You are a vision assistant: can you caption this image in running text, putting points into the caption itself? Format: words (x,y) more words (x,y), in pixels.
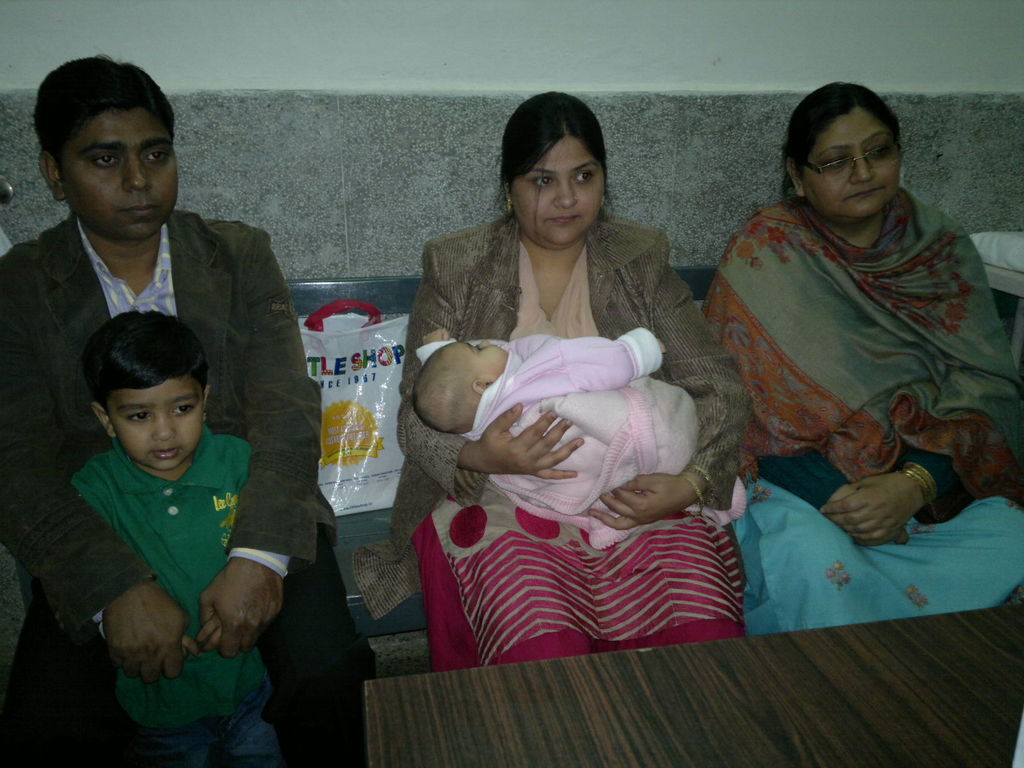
In this picture we can see two women (493,337) and a man (292,305) sitting on the bench (373,536) and holding the baby (617,407) in the hand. In the front (837,635) bottom we can see the center table (741,703). Behind there is a white cover (344,437) and grey cladding tiles (649,164) on the white wall (623,67).
